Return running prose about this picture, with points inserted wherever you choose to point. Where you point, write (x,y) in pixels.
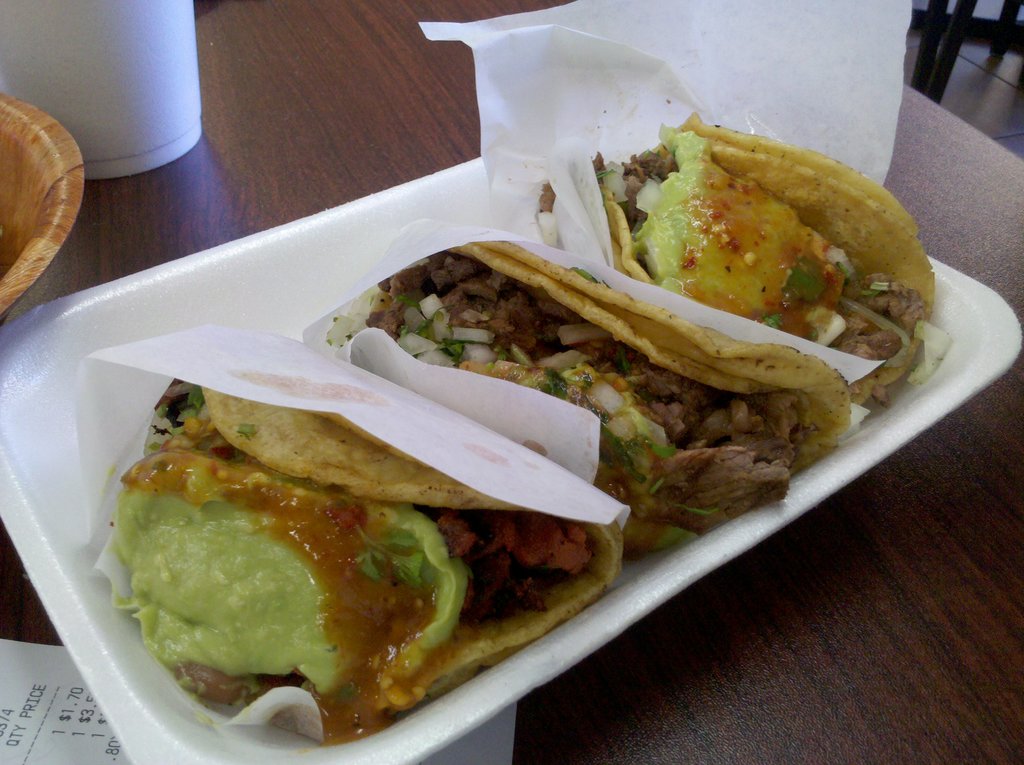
In the image we can see there are objects (115,133) and a tray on the table (804,630). There are food items (535,521) in the tray (527,685).
